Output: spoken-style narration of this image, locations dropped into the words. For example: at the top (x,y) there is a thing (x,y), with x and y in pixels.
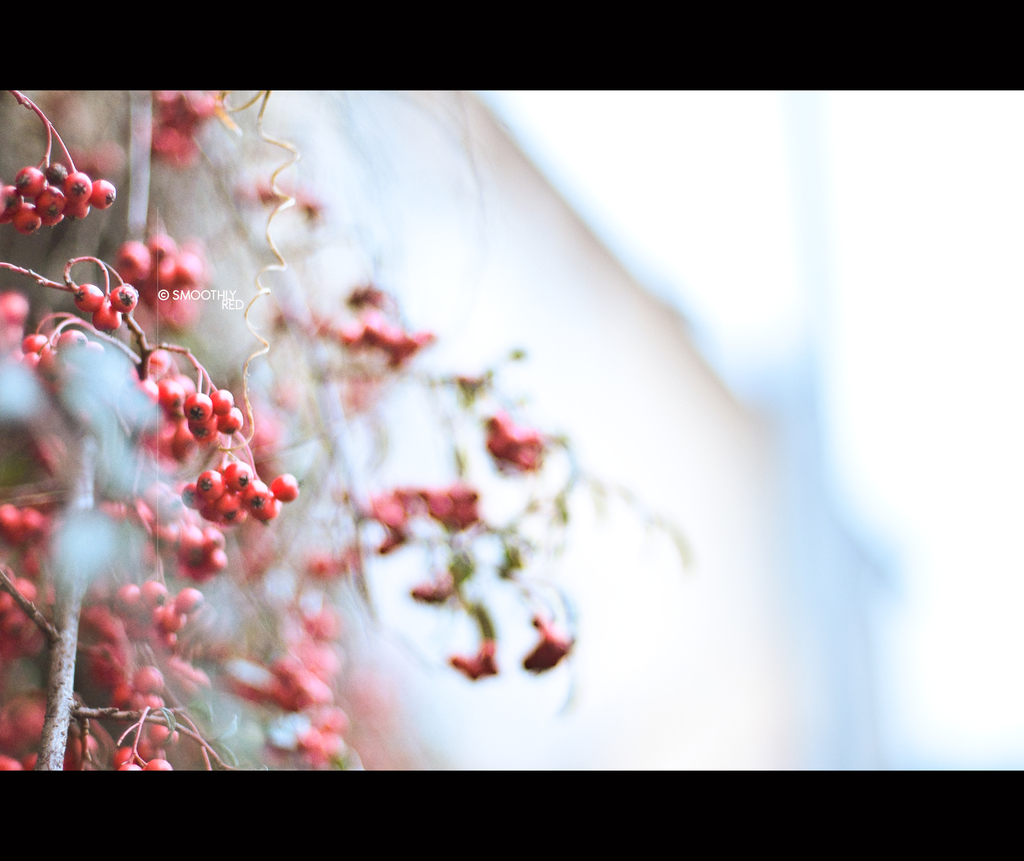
In this image we can see a plant (250,494) with some fruits (195,567) to it.
